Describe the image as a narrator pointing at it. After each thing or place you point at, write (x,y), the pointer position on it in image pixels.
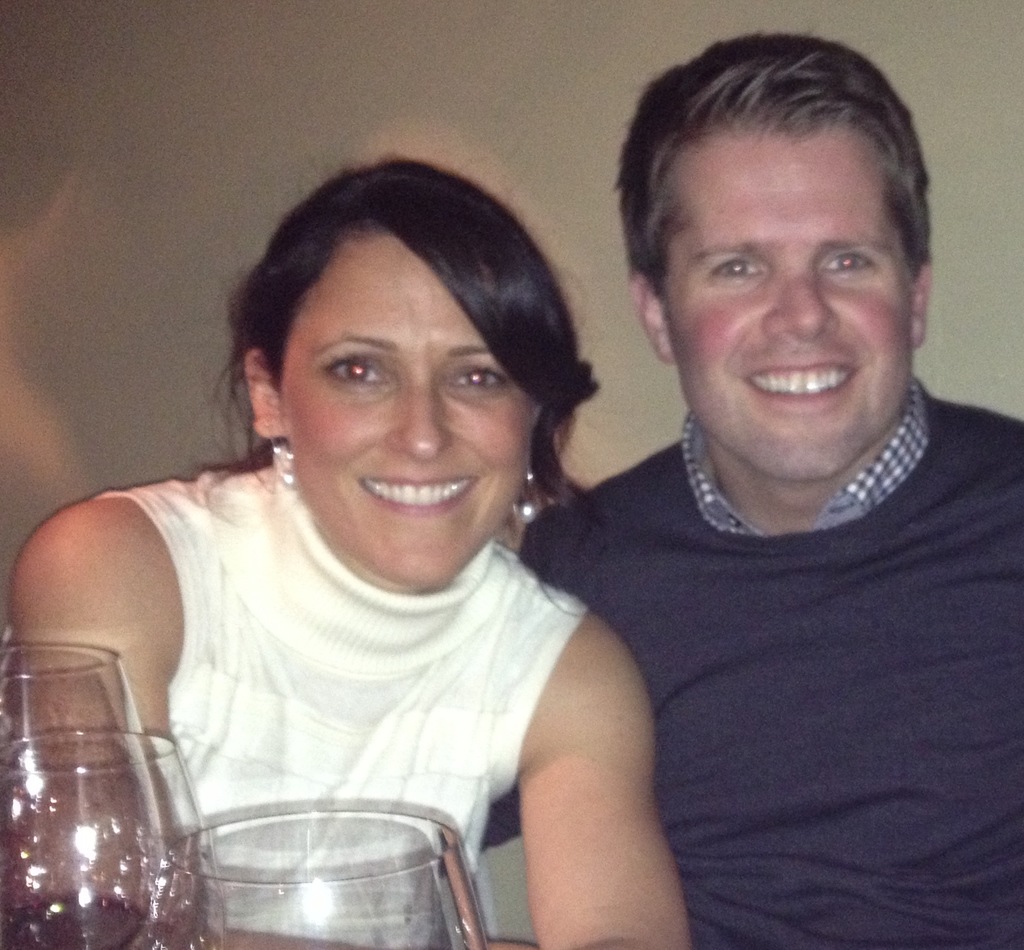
In the foreground of this picture (193,848) we can see the glasses (133,900) and the drink (99,920). In the center (403,563) we can see the two persons (499,609) wearing a top (483,770) and a sweater (894,746), seems to be sitting and smiling. In the background (147,95) we can see an object (342,71) seems to be the wall (353,154).
